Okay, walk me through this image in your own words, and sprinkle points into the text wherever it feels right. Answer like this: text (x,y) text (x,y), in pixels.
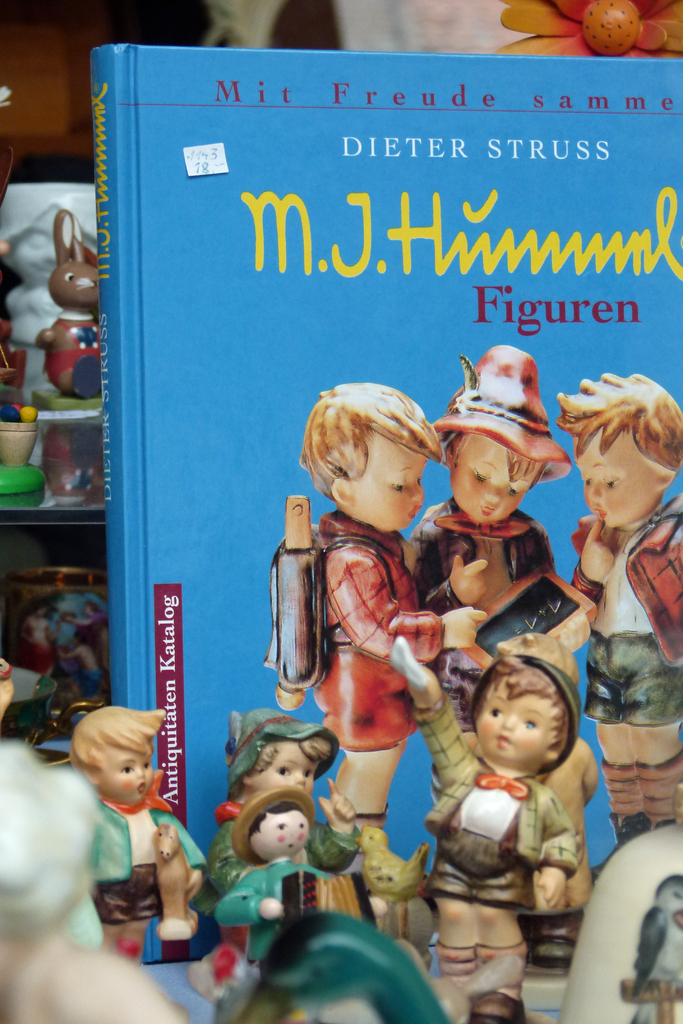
There is a blue color book (305,468) is present on the right side of this image (464,455). There are some toys (242,771) kept at the bottom of this image (180,903) and on the left side of this image (65,455) as well. There is a flower (576,42) at the top right corner of this image (585,32).
